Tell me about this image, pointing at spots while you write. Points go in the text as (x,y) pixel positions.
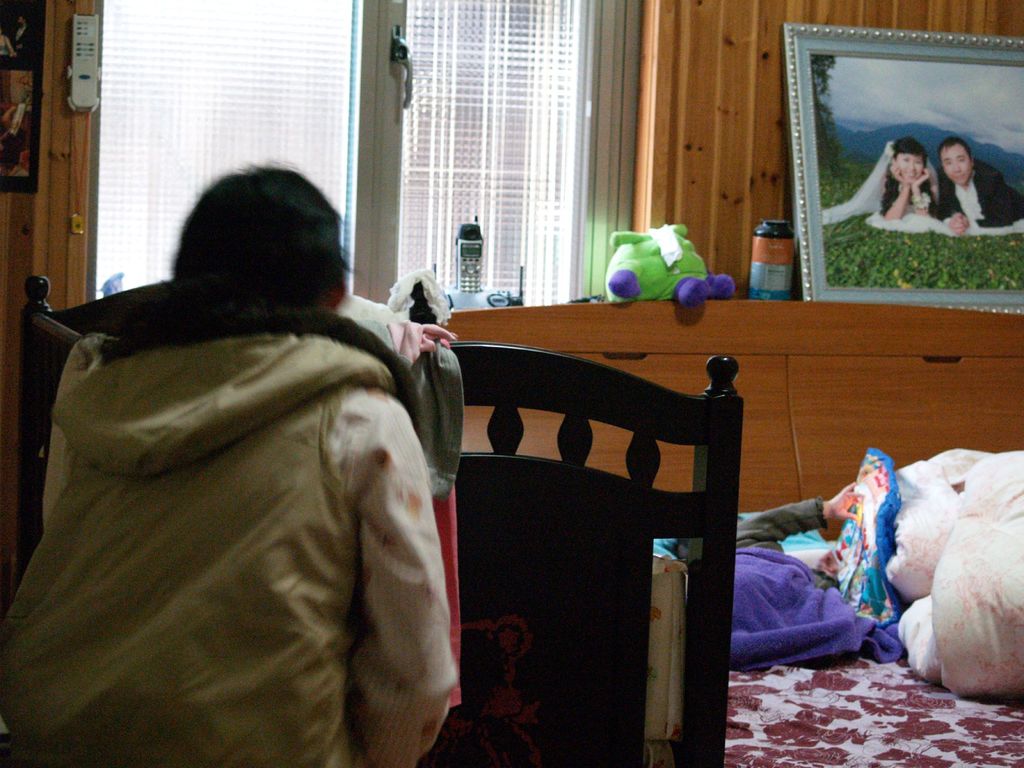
In this picture we can see a person (57,749). And this is the bed (855,725). And there is a frame (901,183). Here we can see a window (397,133). And this is the toy (635,258).
